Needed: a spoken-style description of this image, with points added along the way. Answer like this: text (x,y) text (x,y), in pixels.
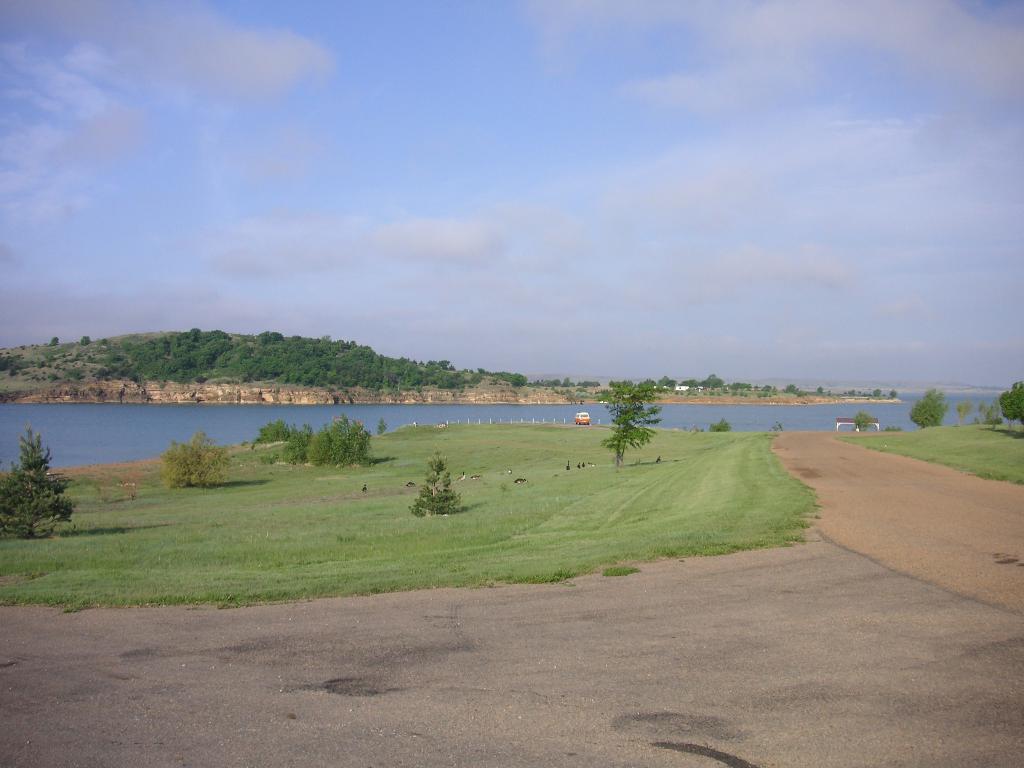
In this image there is a vehicle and birds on the grass (554,495), there are stone pillars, water (516,419), few trees (325,429), a house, mountains (39,380) and some clouds (399,223) in the sky (40,330).
